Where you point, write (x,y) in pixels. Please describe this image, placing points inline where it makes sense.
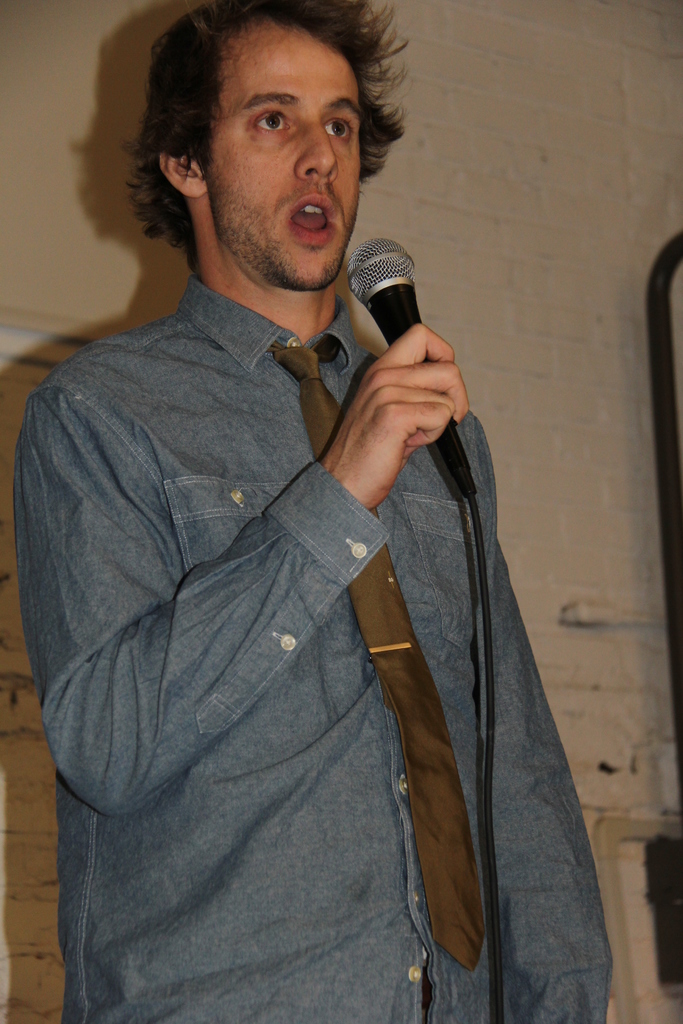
Here we can see a man (170,523) speaking something in the microphone (388,265) present in his hand (398,466), he is wearing a tie (405,628).
